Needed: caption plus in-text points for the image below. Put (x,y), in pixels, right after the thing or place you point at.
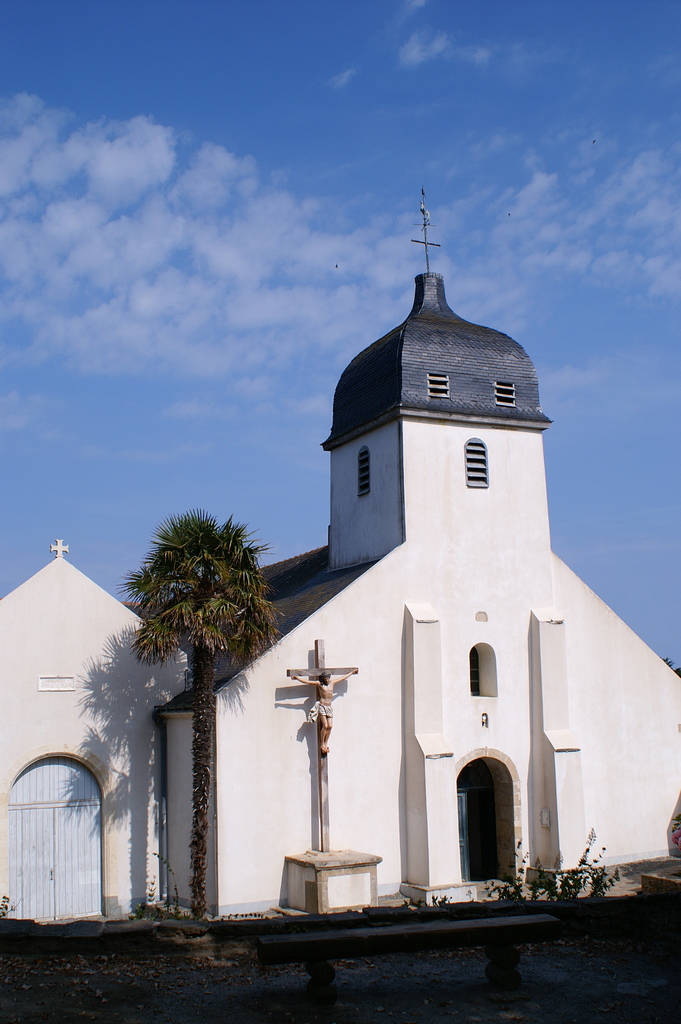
In this picture there is a church (288,839) in the center of the image (371,428).
